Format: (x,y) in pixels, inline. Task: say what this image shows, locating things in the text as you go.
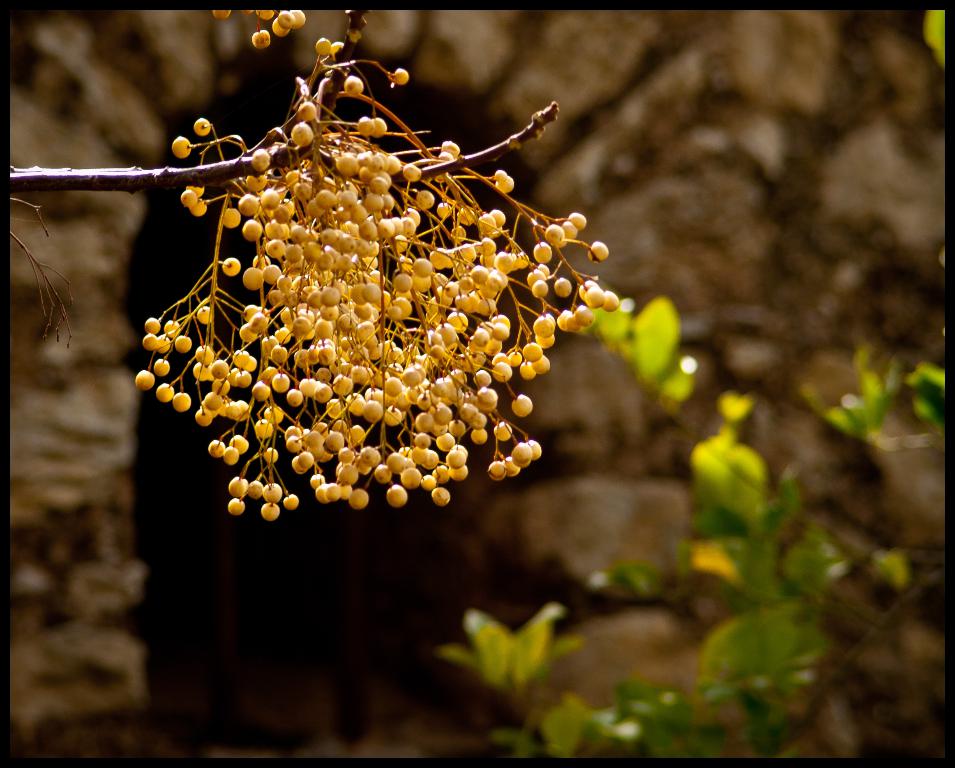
This picture shows a tree (433,176) and we see fruits (365,412) to the branch (17,172) and a wall (610,420).
